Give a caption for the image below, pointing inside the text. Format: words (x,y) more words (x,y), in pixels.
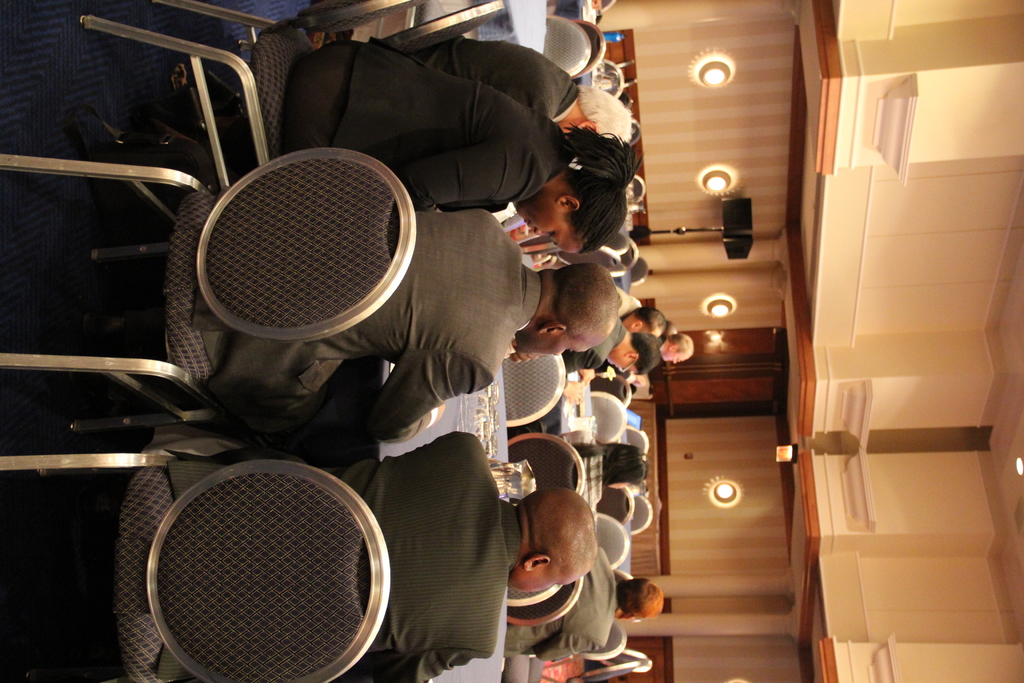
In the image there are a group of people (446,253) sitting around the different tables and in the background (680,146) there is a wooden wall (712,245) and there is some object (727,229) in front of the wall (703,223).
